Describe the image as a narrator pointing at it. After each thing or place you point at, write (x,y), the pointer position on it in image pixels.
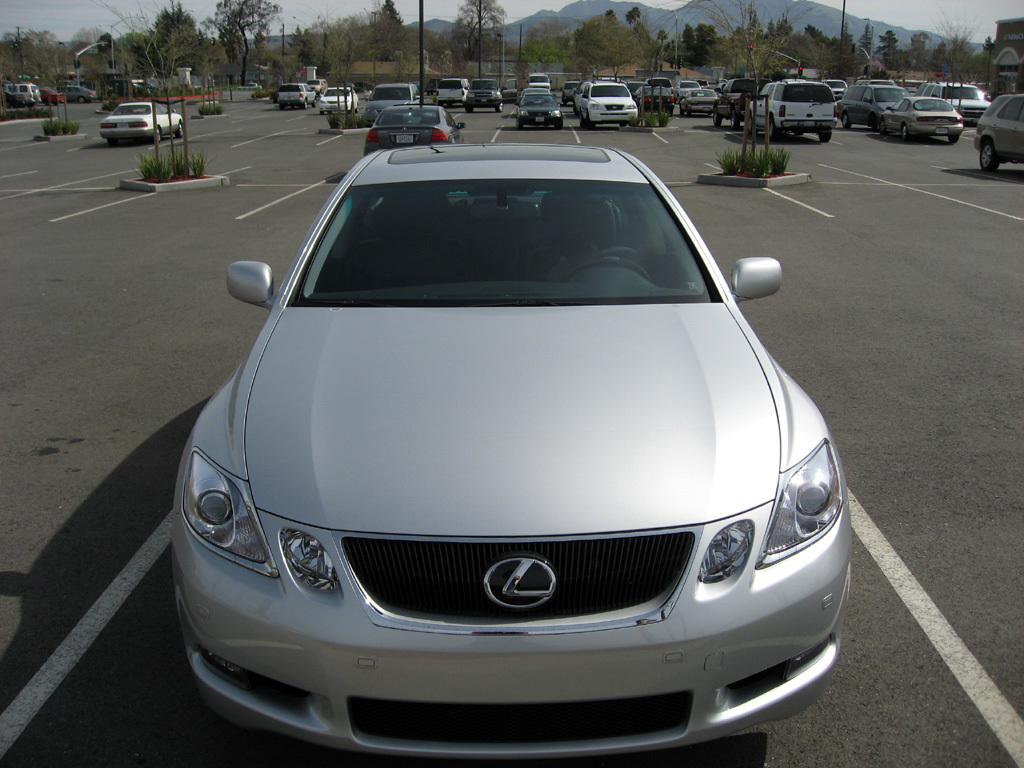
In this image we can see few vehicles (432,135) on the road (68,372), there are few plants (190,174), trees (427,49), rod (421,66), a building (1007,54), mountains (685,21) and the sky (400,12) in the background (161,14).
